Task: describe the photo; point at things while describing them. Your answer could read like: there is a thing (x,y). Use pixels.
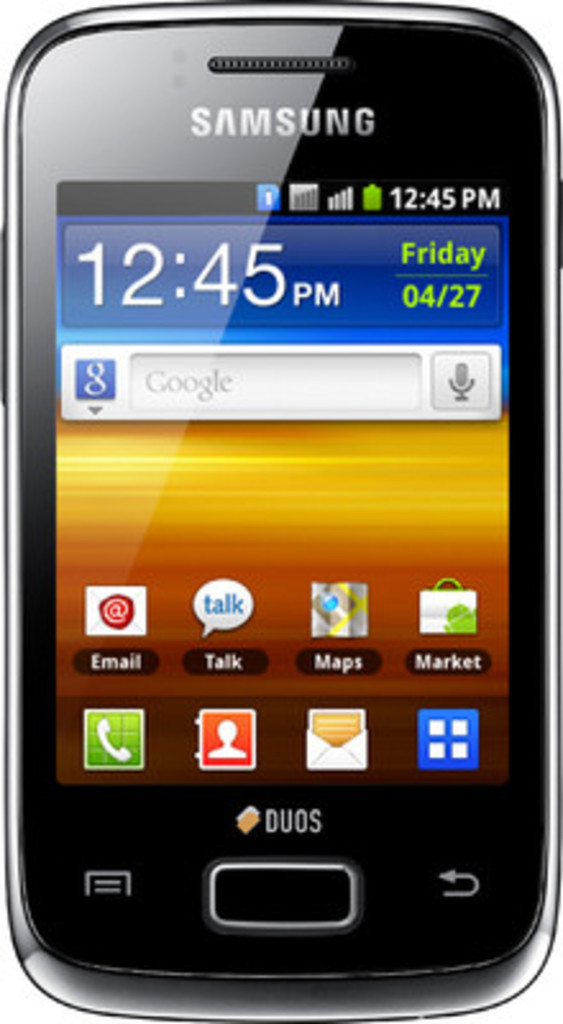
In this image there is a mobile phone (248,460), there is text (360,662) on the mobile phone (291,676), there is the time (301,284) and date (414,301) displayed on the mobile phone (284,307), the background of the image (521,1013) is white in color.
